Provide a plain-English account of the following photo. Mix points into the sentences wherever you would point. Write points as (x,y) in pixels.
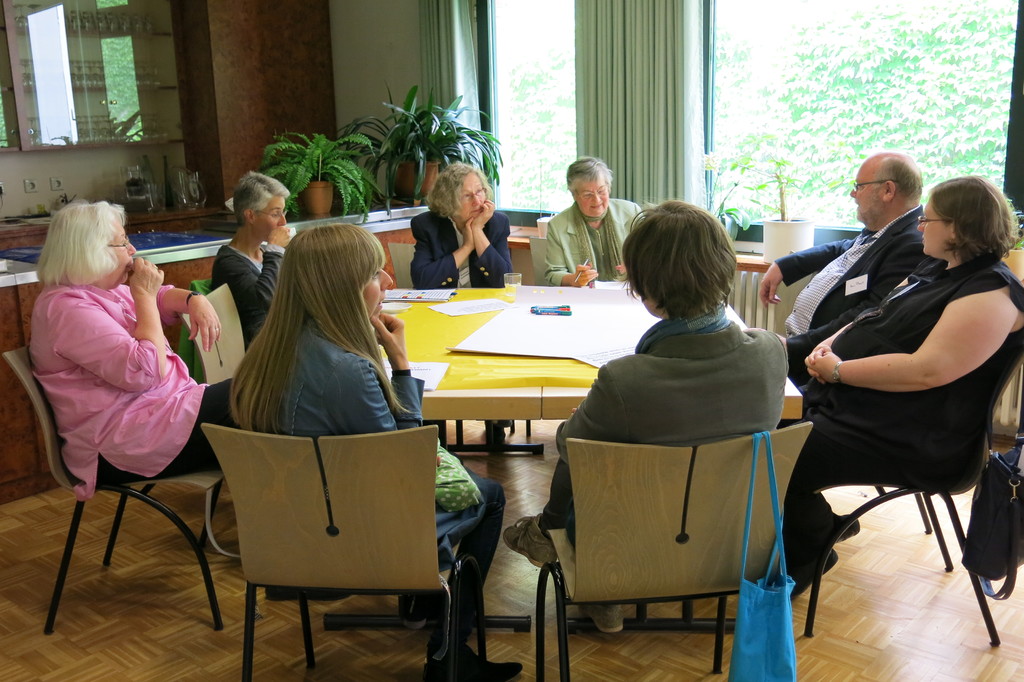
As we can see in the image there is a wall (358,68), window (900,91), curtain (631,72), plants (413,119), few people (461,184) sitting on chairs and there is a table (490,318). On table (499,297) there is a glass (511,288) and paper (559,320).
